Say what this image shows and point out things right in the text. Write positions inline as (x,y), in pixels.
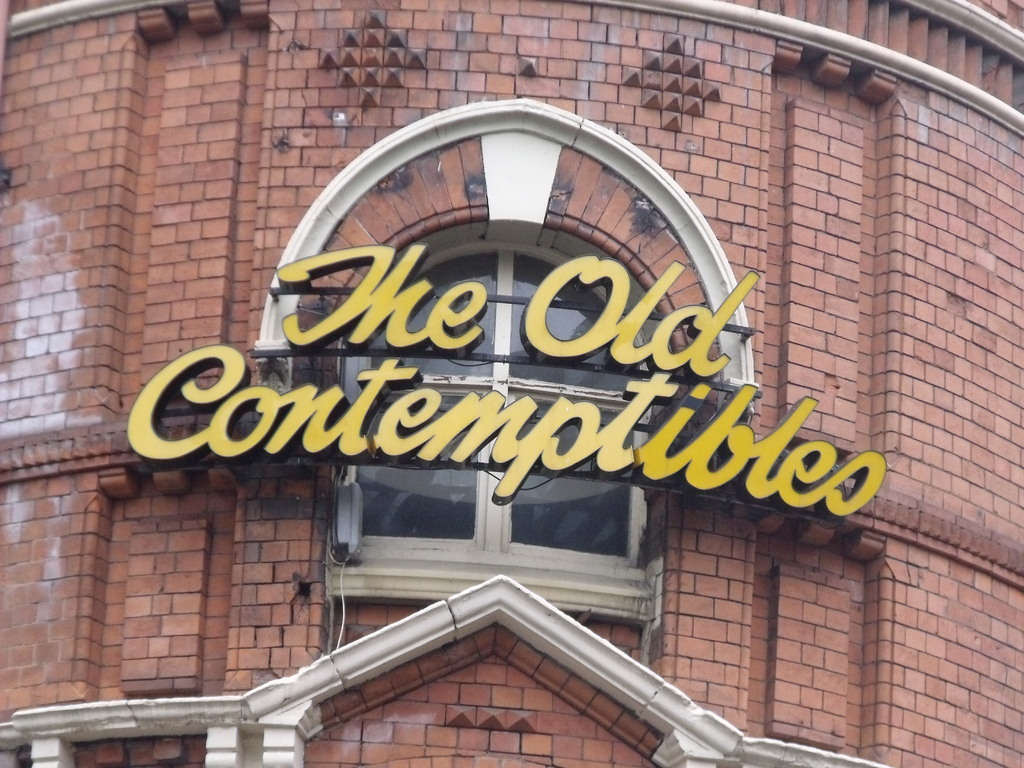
In this image, we can see a building (451,518), brick wall (985,413) and name board (367,422). Behind the name board (684,420), we can see glass window (401,502).
